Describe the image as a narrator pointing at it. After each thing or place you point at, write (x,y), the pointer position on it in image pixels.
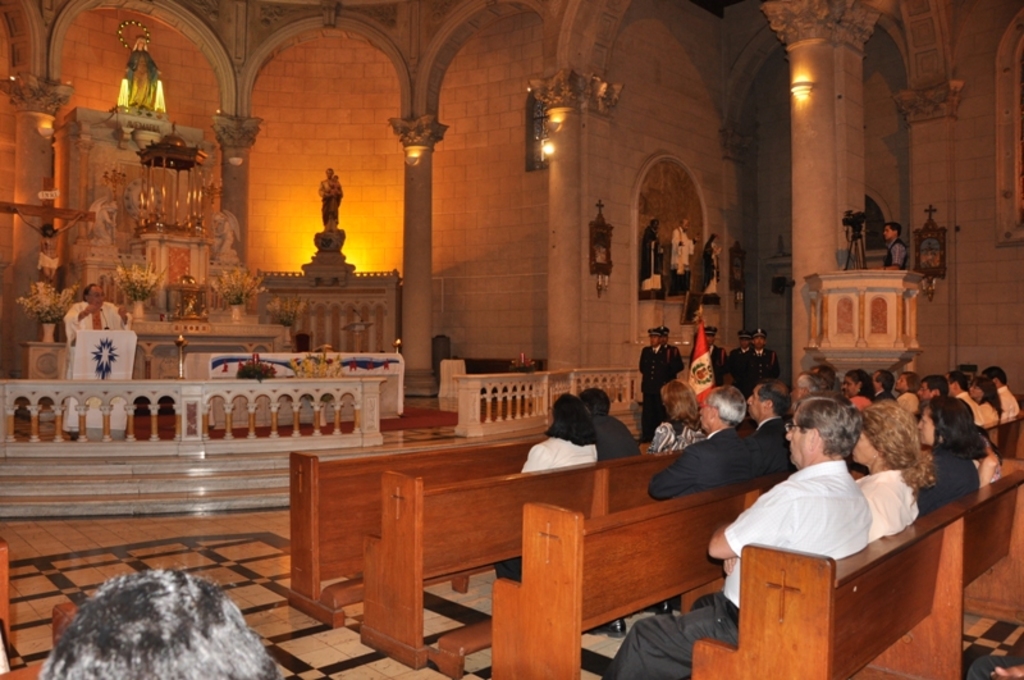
In this picture, we see people (608,453) are sitting on the bench (647,527). Beside that, we see a flag (694,376) in white and red color. Beside that, we see men (749,357) in the uniform (683,367) are standing. In the middle of the picture (364,412), we see the railing (158,392) and a board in white color. We see a man (101,314) is standing and in front of him, we see the podium (85,354) and the microphone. He is talking on the microphone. Behind him, we see the flower vases (143,280) and statues (151,96). In the background (344,145), we see a wall (488,202) and the lights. This picture might be clicked in the church (372,404).
